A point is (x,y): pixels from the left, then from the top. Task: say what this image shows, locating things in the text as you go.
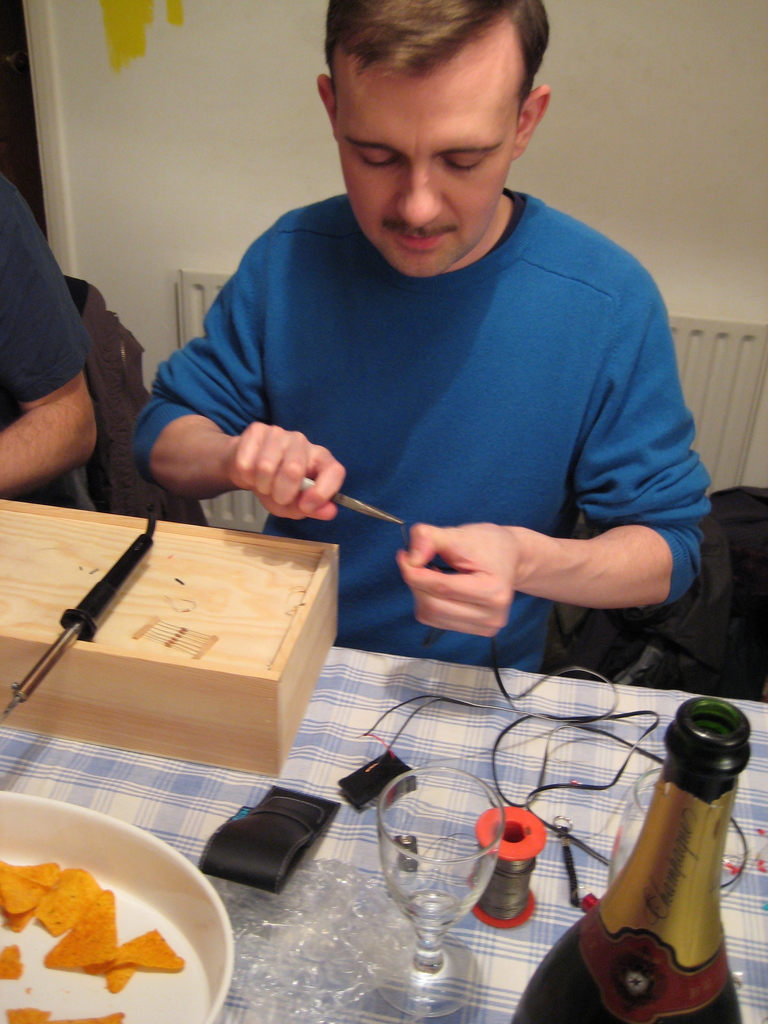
In this picture we can see few people (430,542), they are seated on the chairs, in front of them we can find a box (227,710), glass (434,826), bottle (571,975), plate (150,871) and other things (504,854) on the table (598,751).
